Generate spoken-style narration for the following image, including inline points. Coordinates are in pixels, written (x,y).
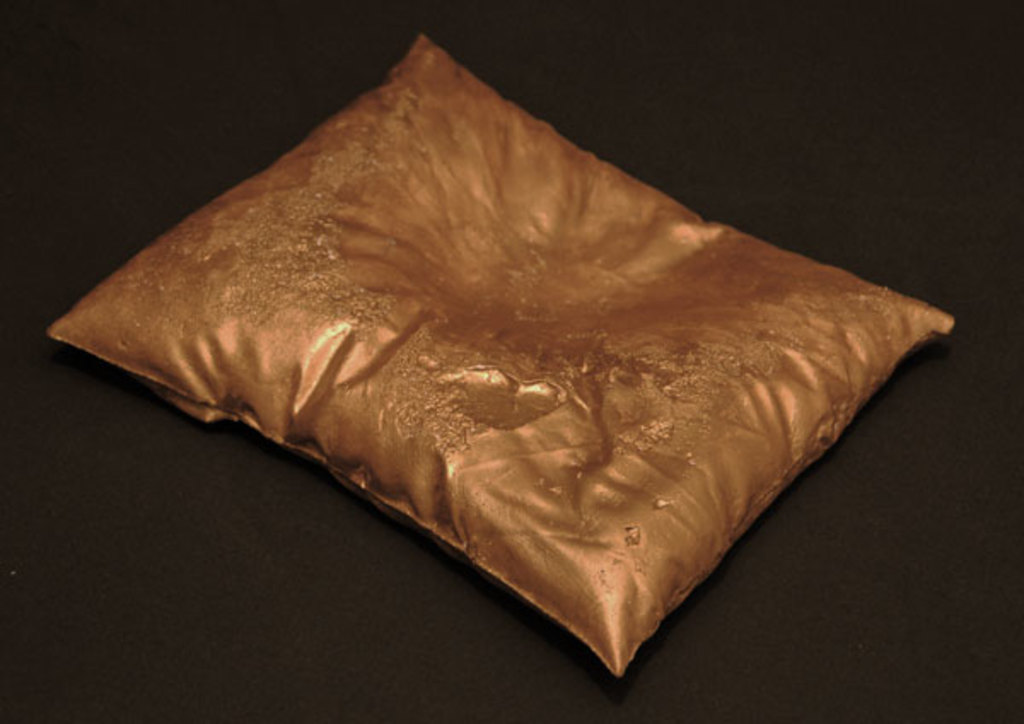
In this picture I can see a golden color pillow (453,333) on a black color surface (18,608).
